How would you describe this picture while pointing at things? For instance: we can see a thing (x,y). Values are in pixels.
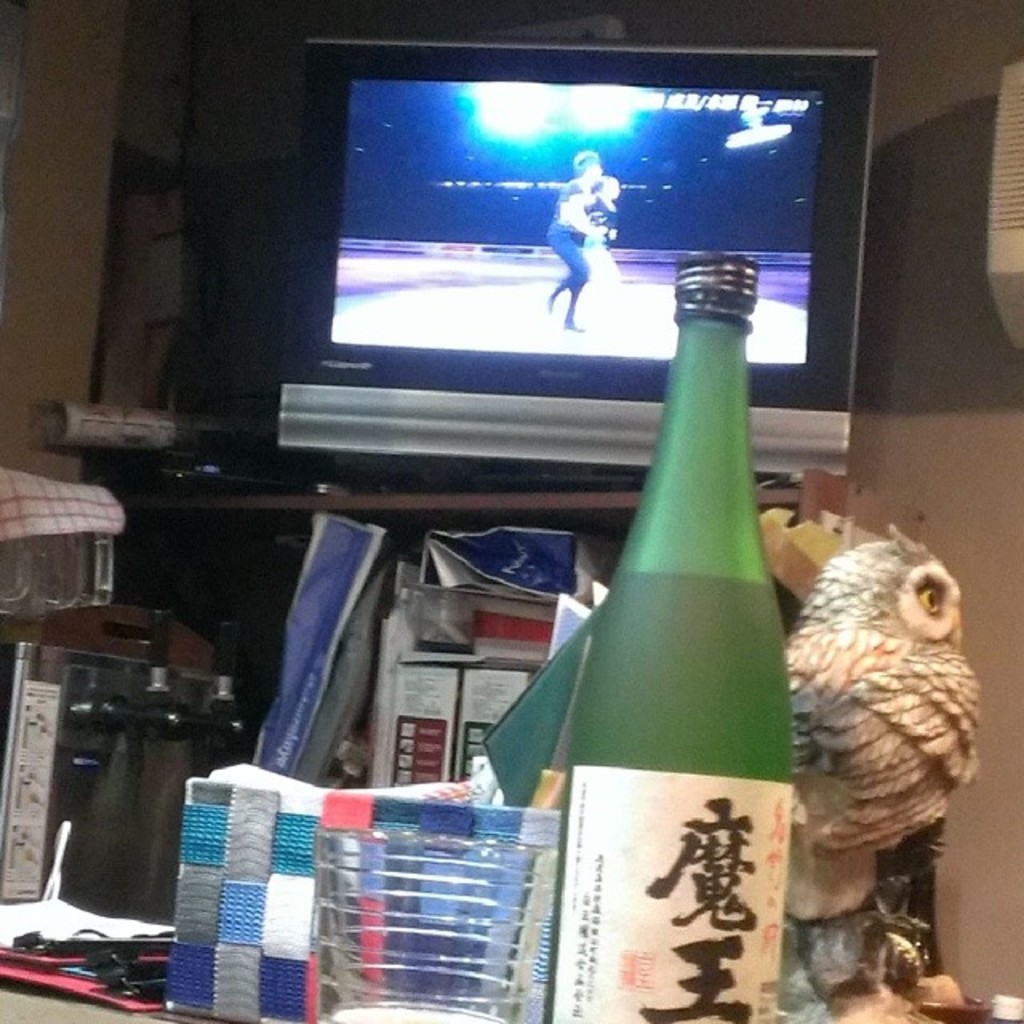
This picture is consists of a bottle (654,521) which is green in color and there is a glass (419,931) beside it and there is television (822,91) which is placed on the desk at the center of the image (401,344) and there are books (386,732), files (513,576) on the table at the left side of the image (305,709) and there is a toy owl (938,624) at the right side of the image (940,677).
